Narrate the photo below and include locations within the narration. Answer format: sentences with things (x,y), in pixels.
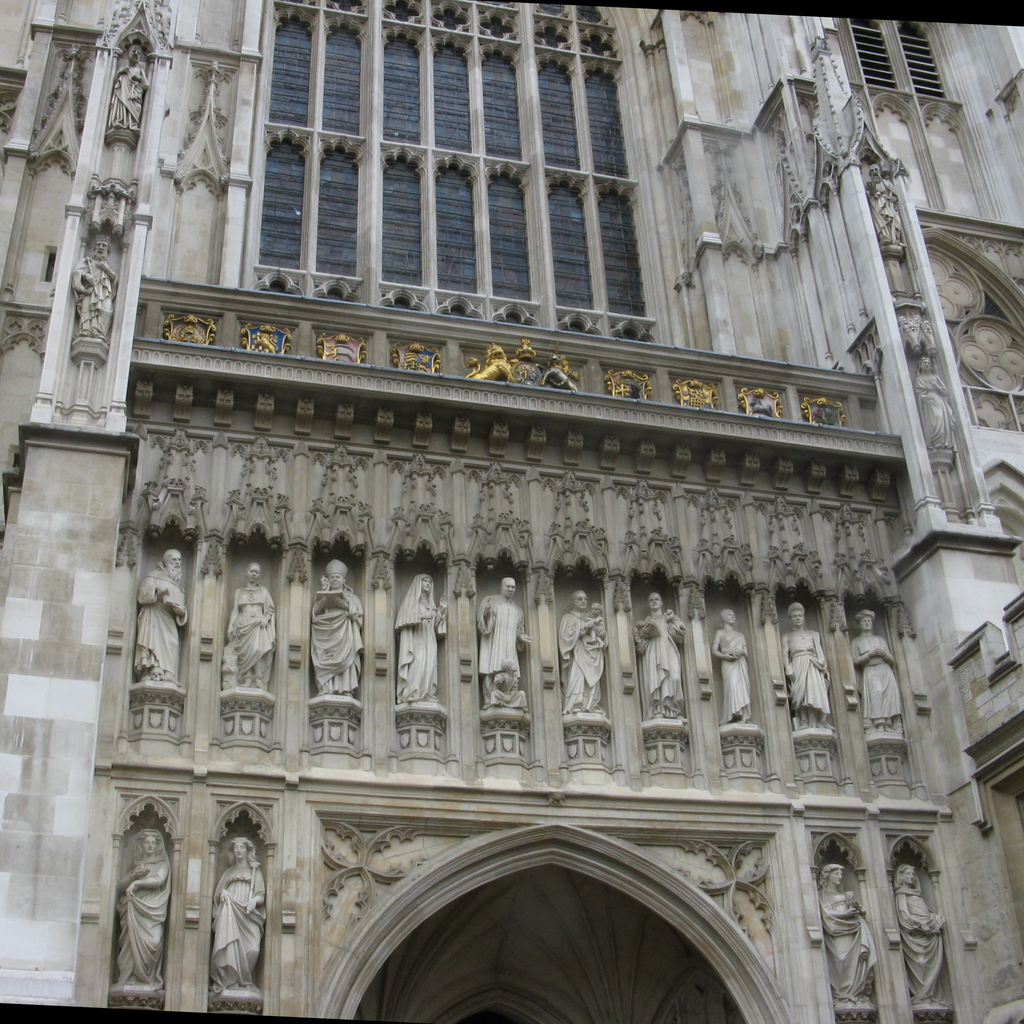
In the image there is a building (374,170) with walls (190,24), glass windows (569,272), pillars (961,395), sculptures (585,592), arch (350,968) and some other designs (508,551) on the walls (845,154).
